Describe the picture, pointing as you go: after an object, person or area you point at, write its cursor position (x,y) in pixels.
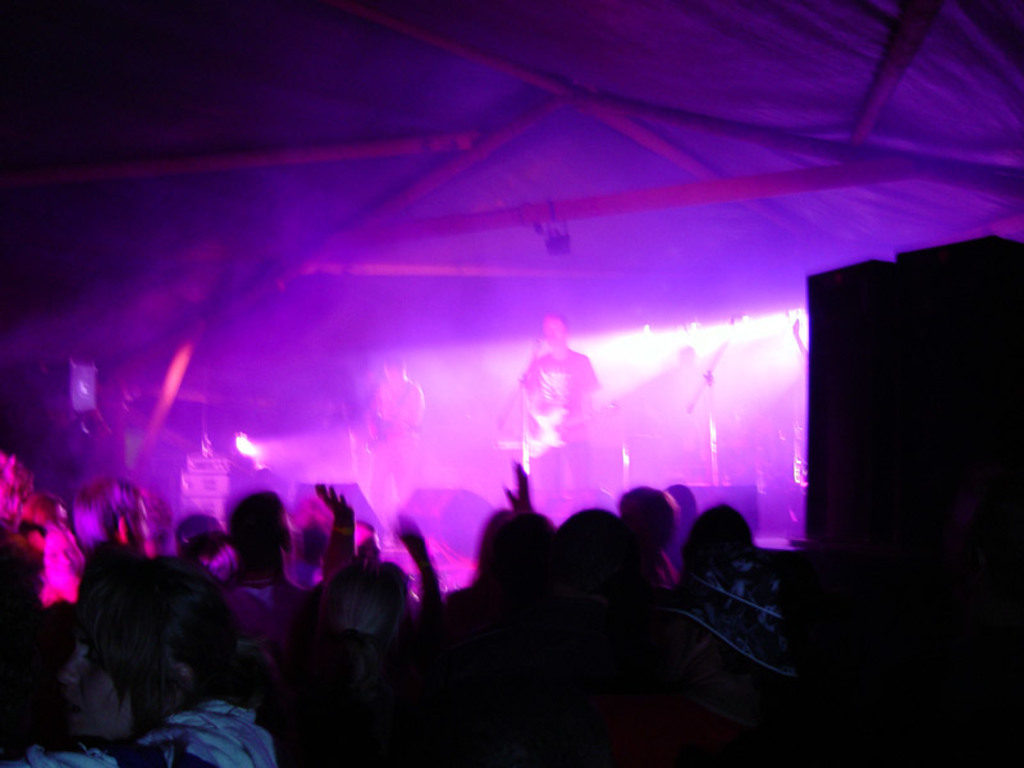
In this picture there are people (148,602) at the bottom side of the image (388,573) and there is a stage (333,465) in the center of the image (568,473) and there is a man (538,397) who is standing in the center of the image (538,397) on a stage (504,400), by holding a guitar (532,423) in his hands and there is a mic (524,411) in front of him, there is another man (390,411), by holding the guitar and there is a roof (13,99) at the top side of the image (700,147) and there are lights (685,320) and speakers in the image, it seems to be there is a wall (948,465) on the right side of the image (847,389).
